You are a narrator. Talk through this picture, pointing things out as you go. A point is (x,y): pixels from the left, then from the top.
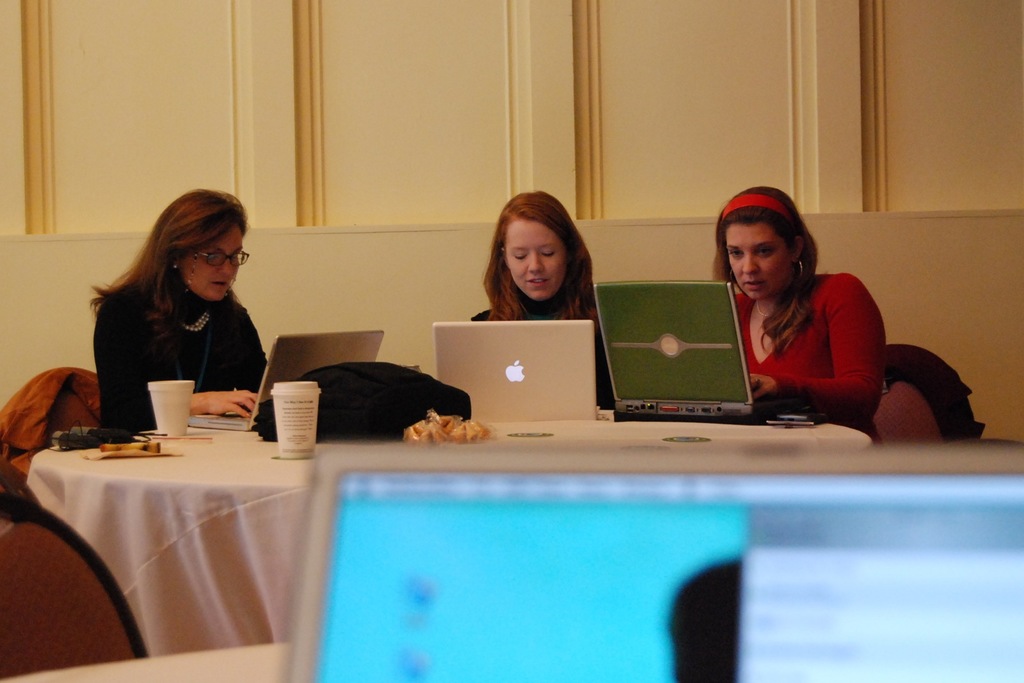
Three Women (599,332) are sitting on the chairs (70,400) around the round table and working in their laptops (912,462) behind them there is a wall (575,107).
